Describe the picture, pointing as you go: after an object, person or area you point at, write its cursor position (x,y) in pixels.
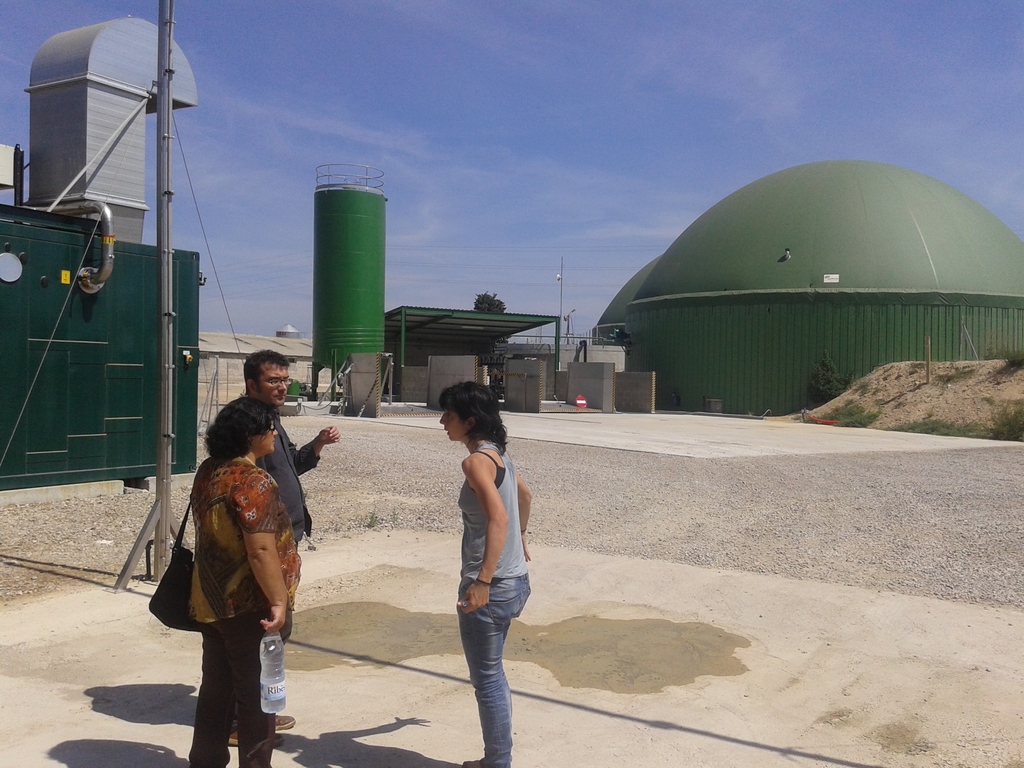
In this image we can see three persons (286,578) standing, among them one person (237,574) is carrying a bag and holding a bottle (275,644), there are some poles (171,462) and plants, the background (501,280) it looks like some machines (104,364) and also we can see the sky (616,156).
